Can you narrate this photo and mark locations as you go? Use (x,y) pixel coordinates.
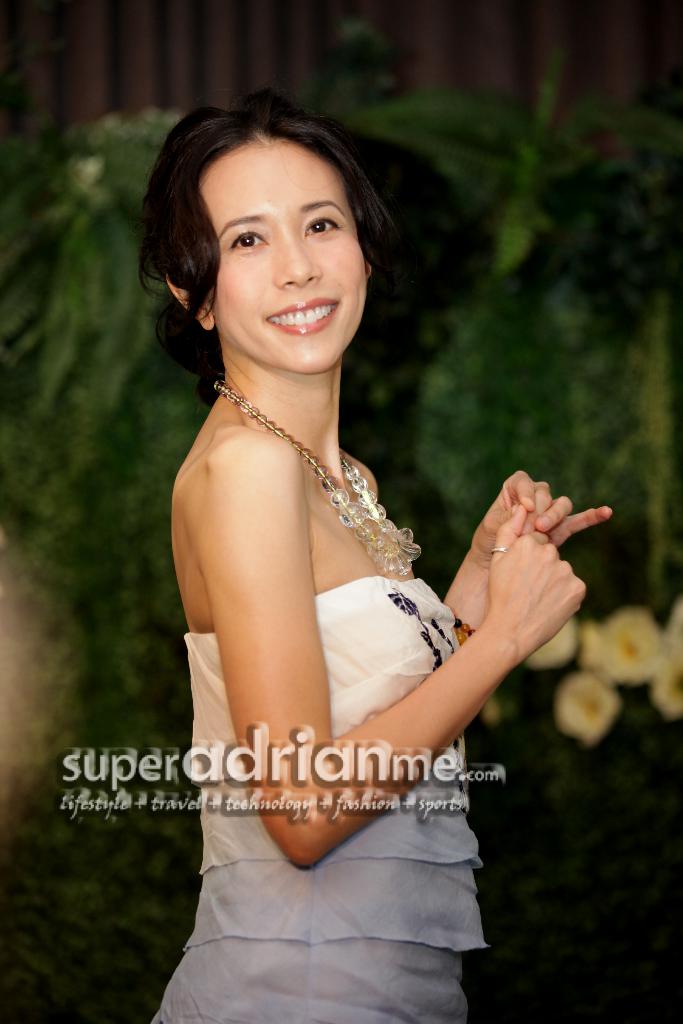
In the foreground of this picture (371,637), there is a woman (352,767) in white dress (346,919) and having smile (303,311) on her face (295,320). In the background (592,653), there are flowers (624,651) to the plants (584,355) and a railing (175,70).
